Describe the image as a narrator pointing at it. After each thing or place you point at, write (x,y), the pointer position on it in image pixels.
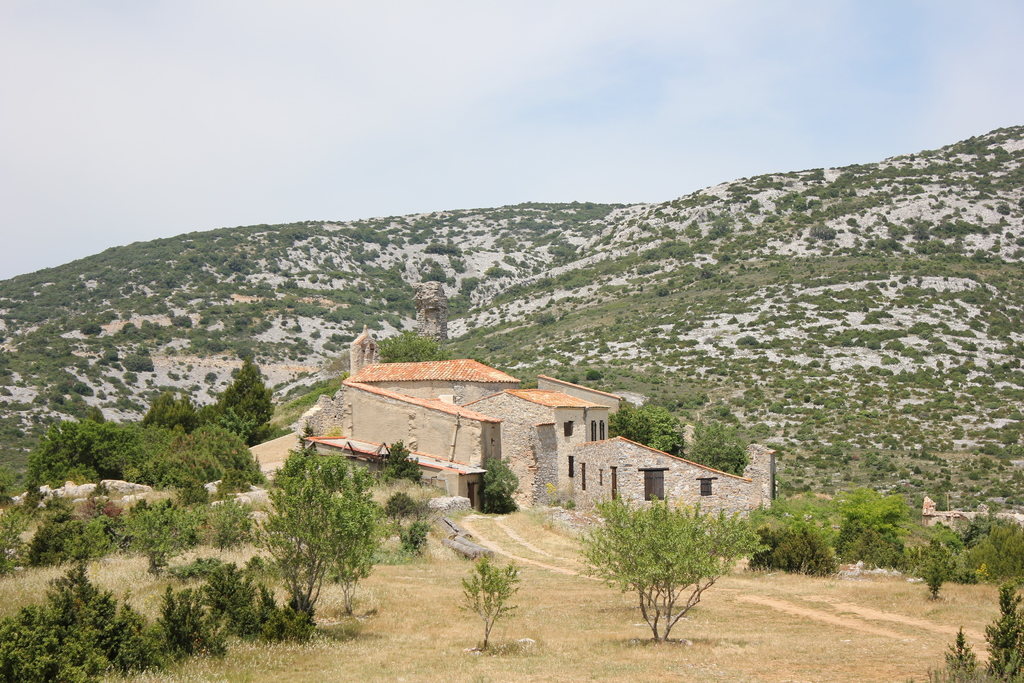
In this image in the middle (587,440) there is a building (482,418). There are many trees (617,559) around the place. In the background (242,294) there are hills (647,247). The sky (650,127) is clear.
